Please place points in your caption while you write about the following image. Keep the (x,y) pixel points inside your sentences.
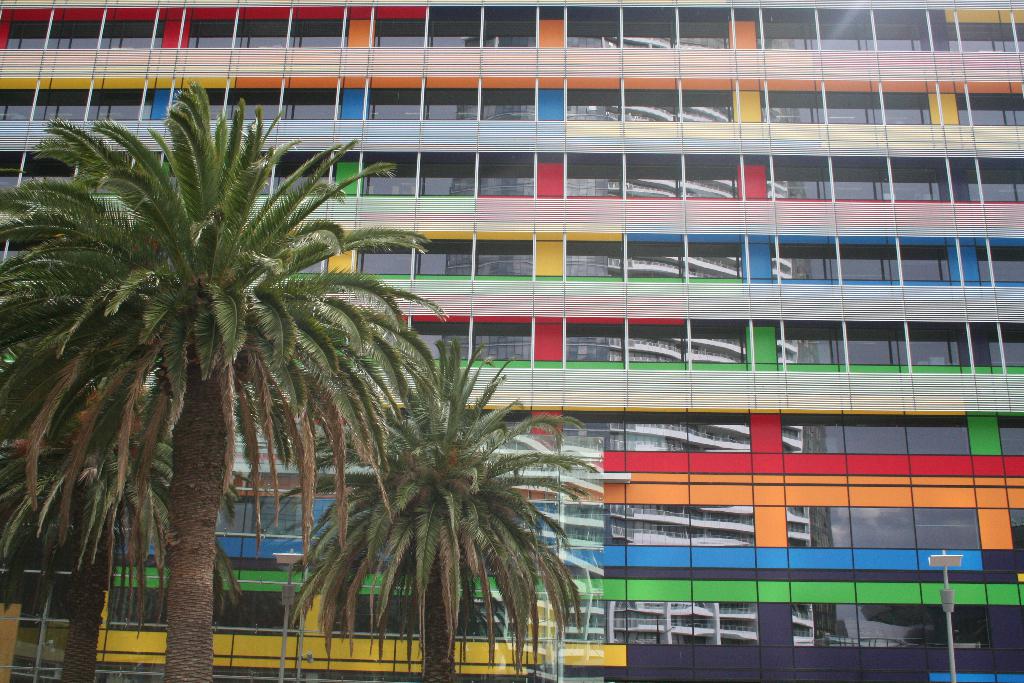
In this picture we can see a few trees (364,171). We can see glass objects (600,196) and a few things (646,211) on the building (534,150). There are the reflections (731,189) of some objects (672,114) on the building (850,293). We can see other objects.
